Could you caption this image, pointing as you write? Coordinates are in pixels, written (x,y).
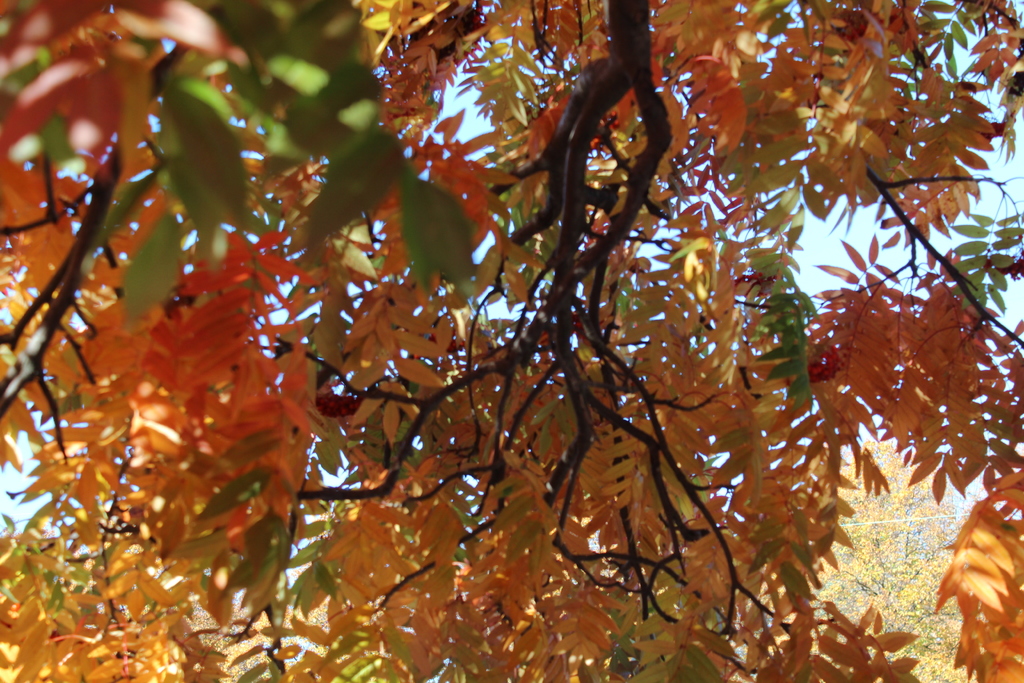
This image is taken outdoors. In this image there are a few trees (857,610) and in the background (858,235) there is a sky (900,247).
